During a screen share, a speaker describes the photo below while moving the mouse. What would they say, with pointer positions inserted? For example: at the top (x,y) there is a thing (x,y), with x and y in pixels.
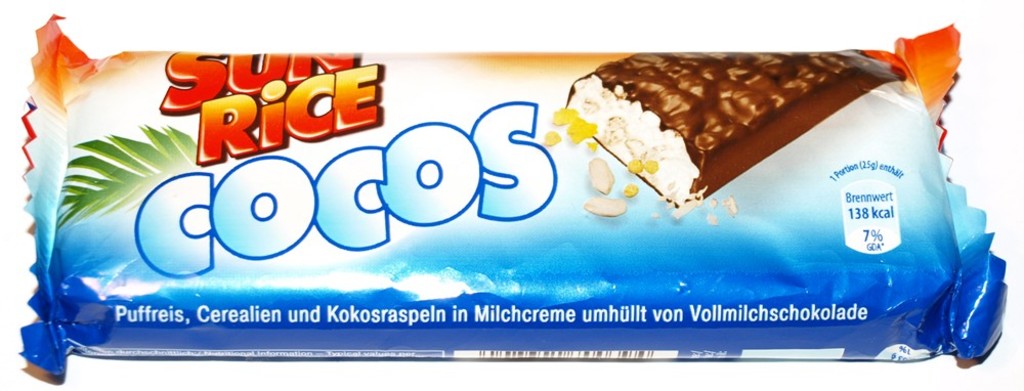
In this image we can see the cover (447,230) of a chocolate (709,168) with some text (436,210), a barcode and some pictures (603,201) on it.
